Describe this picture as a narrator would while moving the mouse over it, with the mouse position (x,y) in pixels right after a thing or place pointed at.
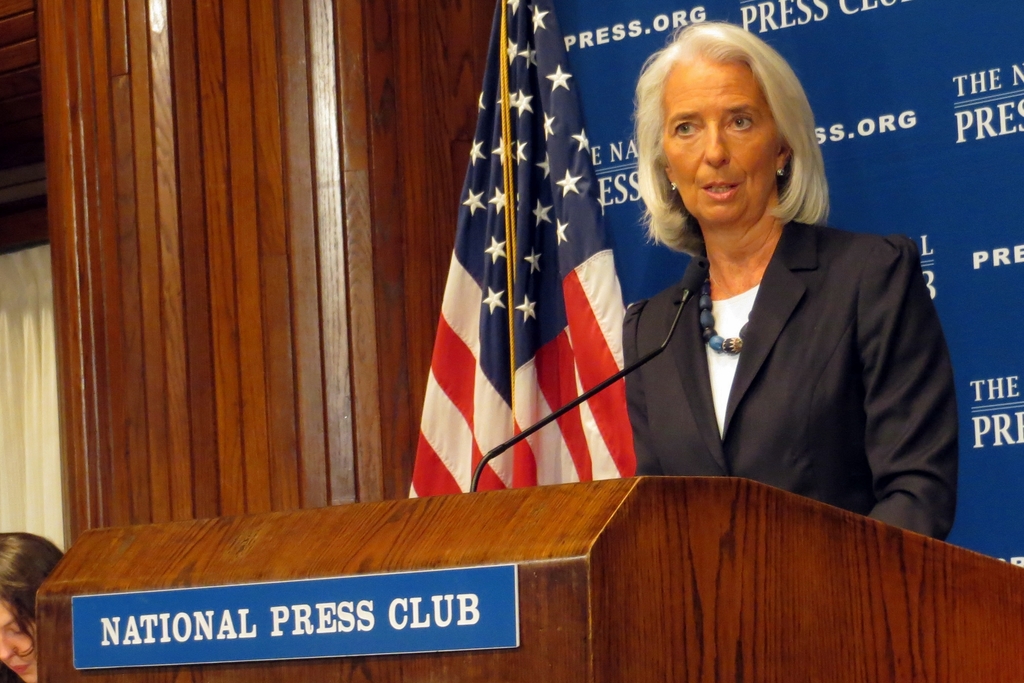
In the image there is a board (235,653) attached to the table (782,561), behind the table (822,620) there is a woman (751,362) and she is talking something, behind her there is a banner (600,76) and in front of the banner (587,17) there is a flag (500,366) and on the left side of the table (64,574) there is a woman (24,646), behind her there is a wooden wall (287,364).
